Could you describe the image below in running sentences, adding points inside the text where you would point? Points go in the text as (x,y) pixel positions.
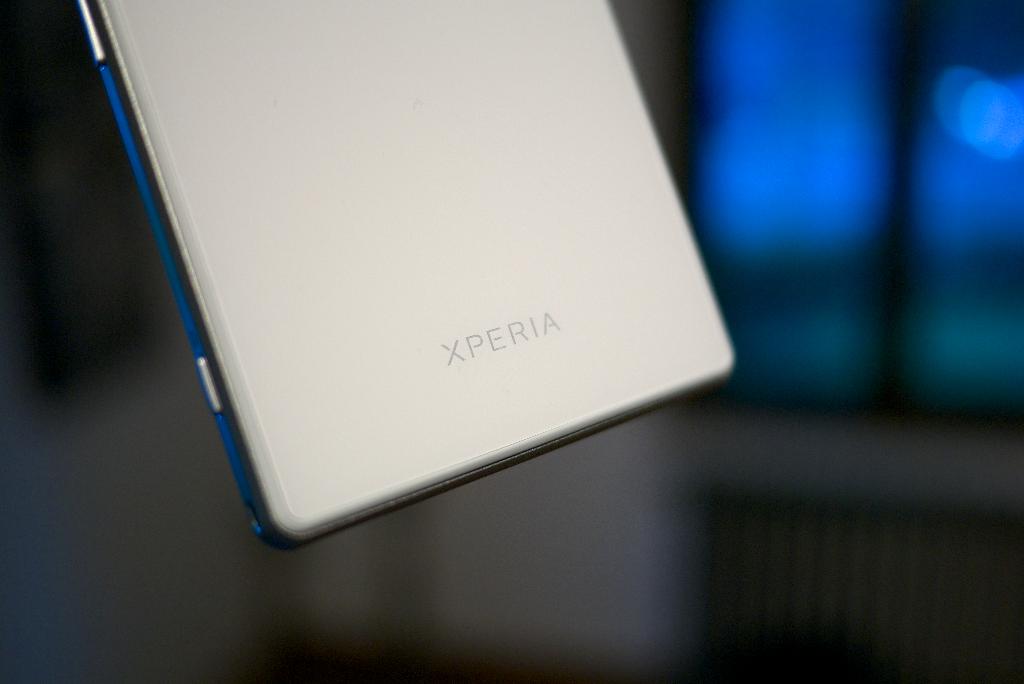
In this picture we can see a mobile (480,307).
